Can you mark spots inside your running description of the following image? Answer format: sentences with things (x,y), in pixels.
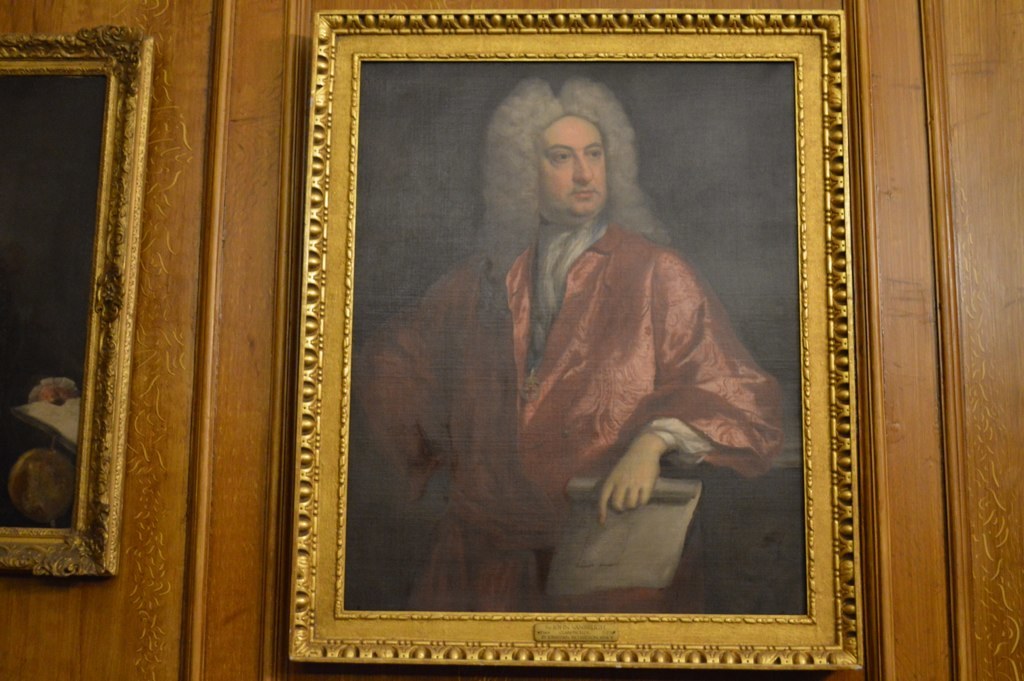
In this image I can see few frames (97,57) and in this frame (664,257) I can see a painting (579,206) of a man (546,206).
